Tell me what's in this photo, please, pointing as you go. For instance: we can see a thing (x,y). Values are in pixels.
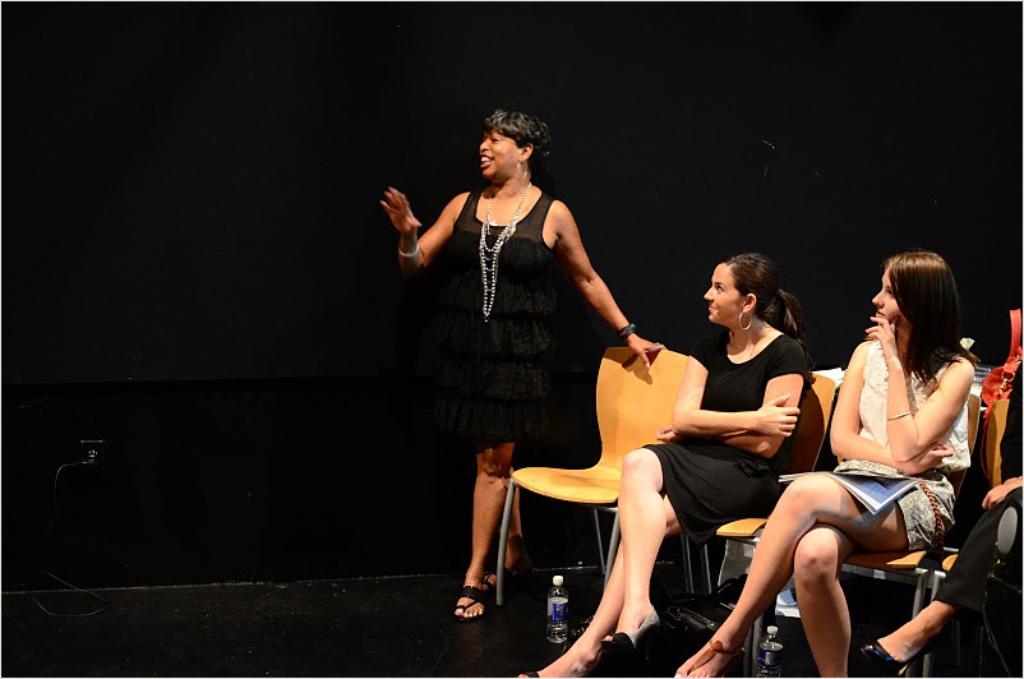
In the image we can see three women (821,528) sitting and one is standing, they are wearing clothes (516,352) and these two of them are wearing earring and this is a neck chain (483,287). Here we can see chair (572,480), water bottles (562,621) and the background (334,93) is dark.
